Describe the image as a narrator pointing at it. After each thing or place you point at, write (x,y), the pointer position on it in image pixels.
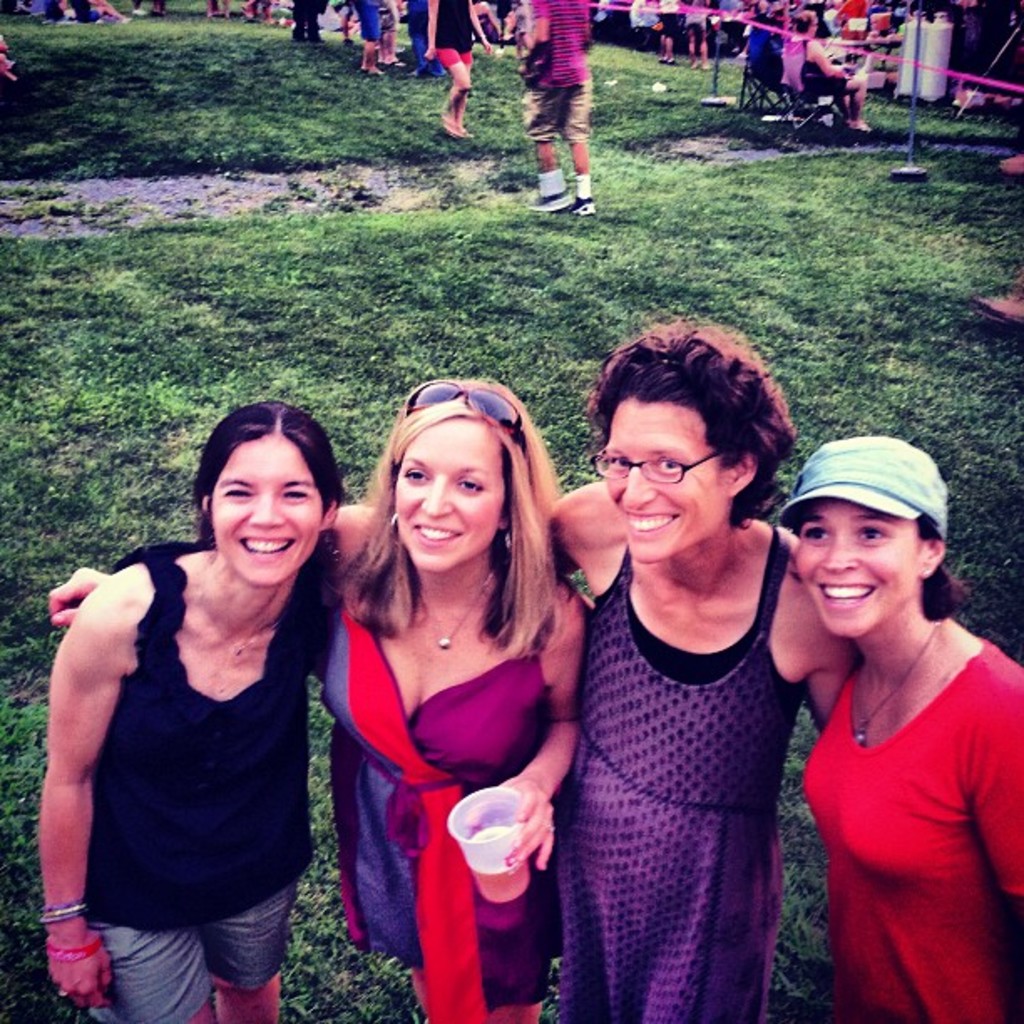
There are four ladies (543,691) standing. One lady (443,837) is holding a glass (487,822). Lady (886,760) on the right (929,761) is wearing a cap (863,466). Next to her a lady (648,510) is wearing specs (672,476). Another lady (463,504) is keeping goggles (505,414) on the head (473,525). On the ground (474,236) there is grass (526,215). In the back (844,11) there are many people (400,22). Few are sitting on chairs (763,73).
